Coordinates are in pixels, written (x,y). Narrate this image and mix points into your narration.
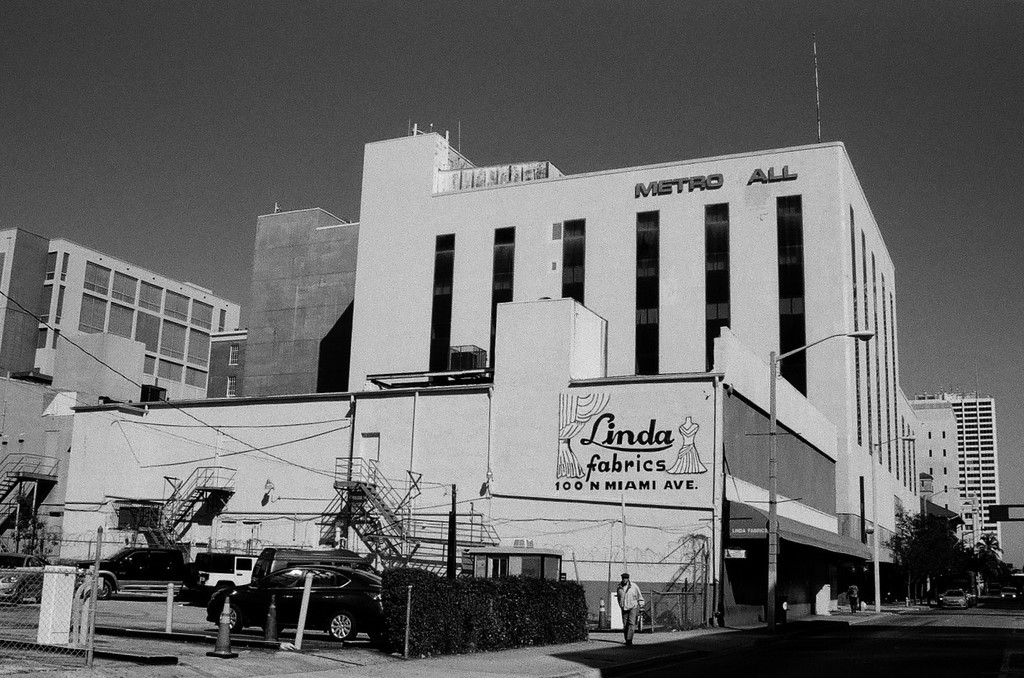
In this picture we can see a black and white photography. In the front (288,600) there is a parking area (134,608) and a car (287,618) is parked. On the left side (54,621) there is a fencing grill (26,624) and we can see some iron steps railing (384,502). Behind there is a white color mall building (621,420).
